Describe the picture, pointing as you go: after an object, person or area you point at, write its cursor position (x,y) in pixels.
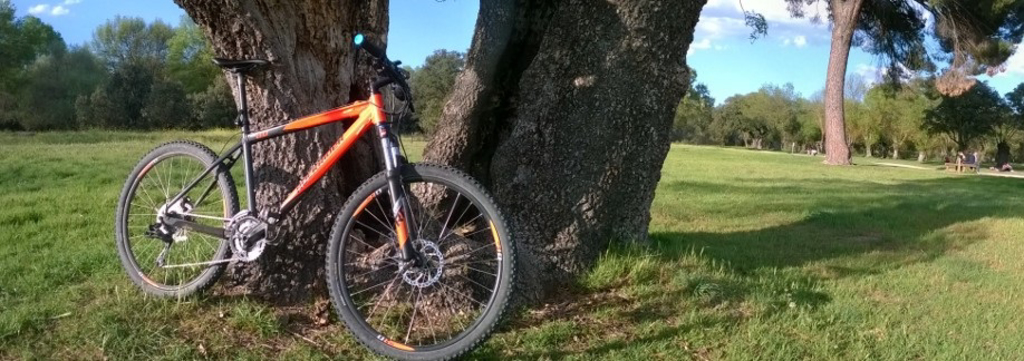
In this image I can see the bicycle (329,164) which is in black and an orange color. I can see many trees (635,125). In the background (721,44) I can see the clouds (742,24) and the sky (719,75).
